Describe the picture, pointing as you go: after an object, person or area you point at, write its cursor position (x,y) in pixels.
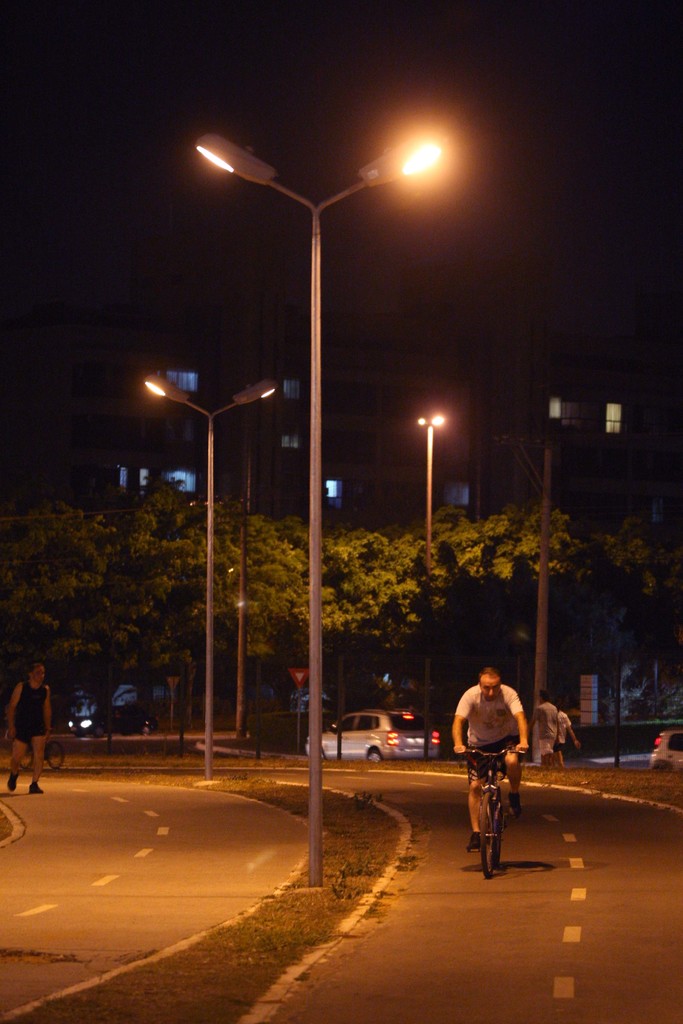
In this picture we can see a person (499,702) sitting on a bicycle (472,750). There are a few people (563,705) on the road (217,809). We can see some grass (307,893) on the ground (307,755). There are vehicles (677,736), street lights (310,526), buildings (616,464) and other objects (382,590). We can see the dark view in the background (536,617).
